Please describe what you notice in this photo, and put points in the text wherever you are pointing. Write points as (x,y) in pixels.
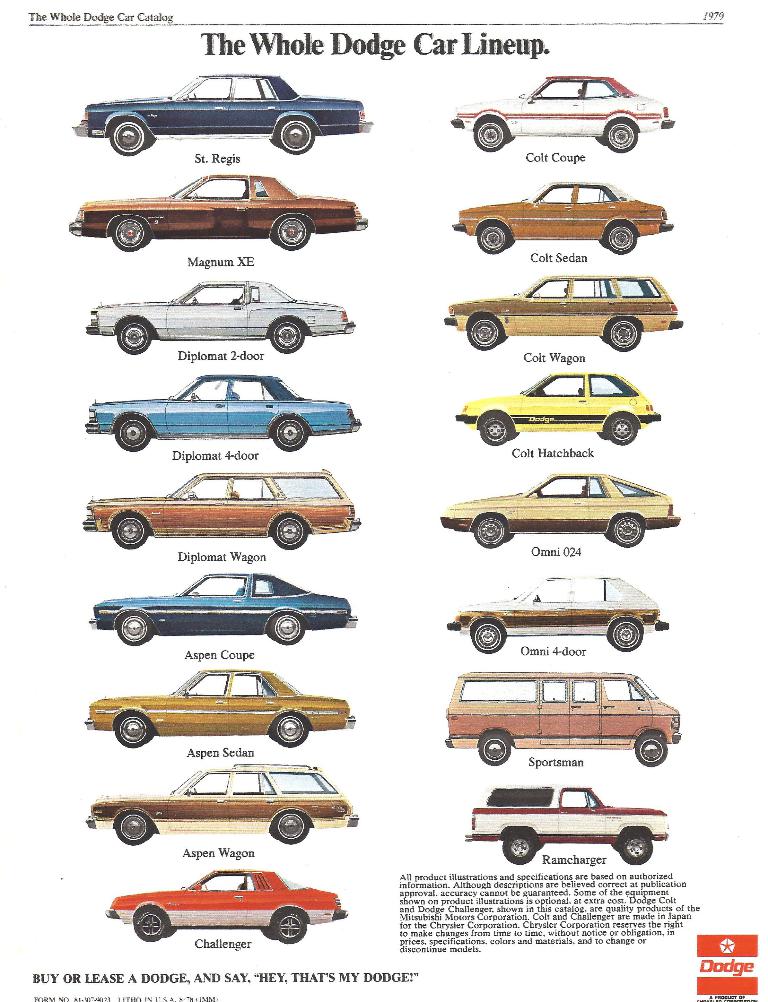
In this image we can see a group of cars (252,790) and some text (456,902) on it.
